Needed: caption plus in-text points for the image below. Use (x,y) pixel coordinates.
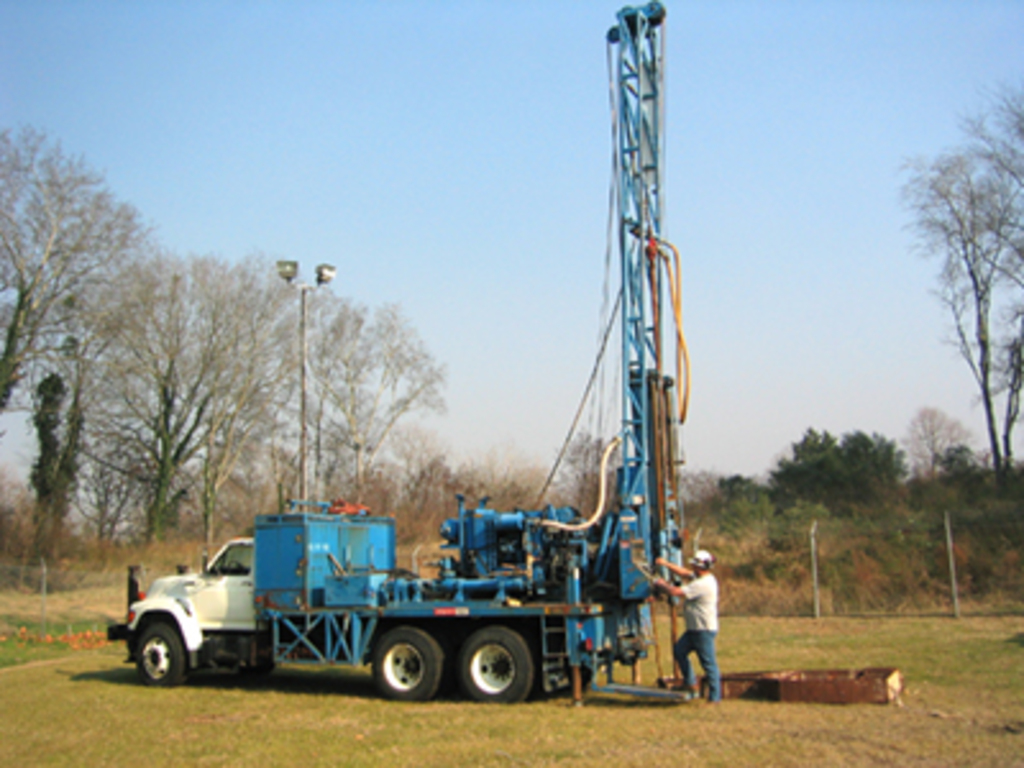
This picture is clicked outside. In the center (568,511) there is a truck (312,627) parked on the ground (452,716). The ground (522,724) is covered with the green grass (1013,724). On the right (698,574) there is a person (692,597) standing on the ground (389,756) and seems to be working and we can see the metal rods (628,113), some objects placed on the ground (722,751). In the background (325,130) there is a sky (432,192), trees (388,308) and lights (282,276) attached to the pole (300,359) and some plants (728,525).
